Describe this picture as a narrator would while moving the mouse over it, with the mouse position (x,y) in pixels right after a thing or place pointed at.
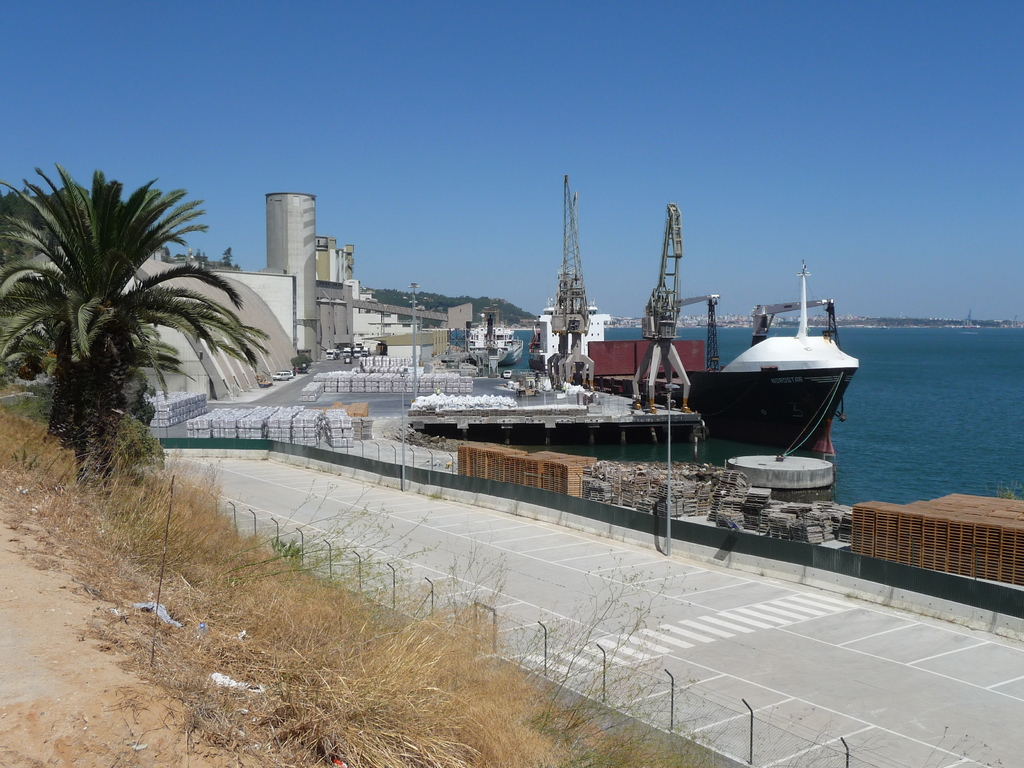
In this image there is the sky (516,110) towards the top of the image (505,97), there is a tree (146,255) towards the left of the image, there is a ship (777,394) in the sea (527,331), there are poles (415,398), there is a fencing (414,579), there is a tree (113,334), there are plants (173,472), there are objects (348,383) on the ground (272,399), there is an object (984,528) towards the right of the image (971,517).
